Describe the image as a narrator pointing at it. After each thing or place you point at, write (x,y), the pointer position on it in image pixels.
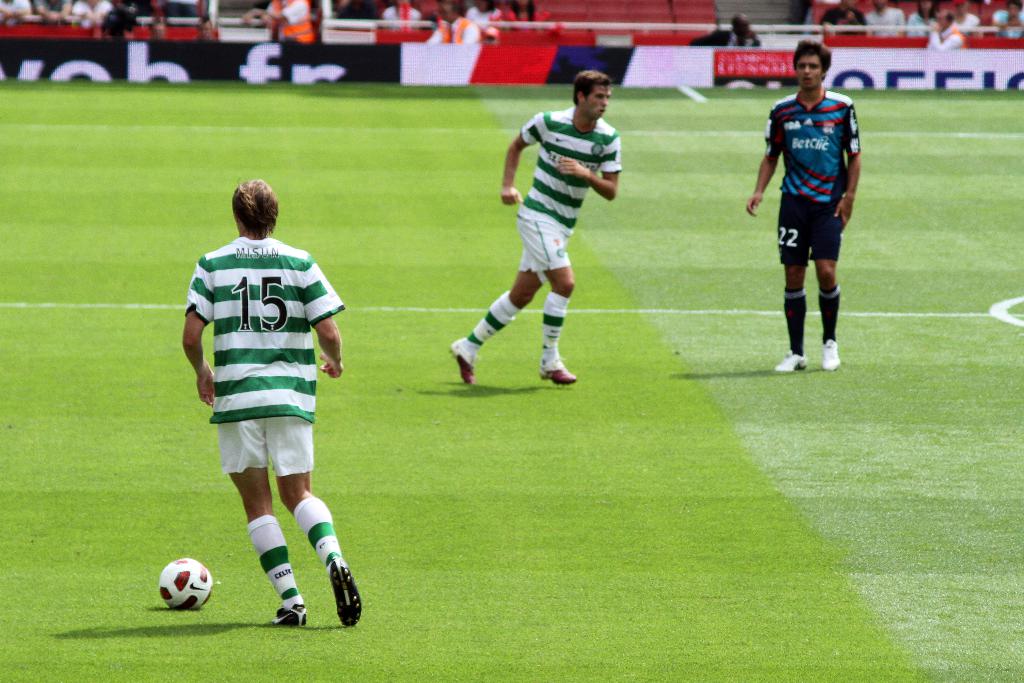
In this image we can see persons (210,303) standing on the ground (376,393) and a ball (205,577). In the background (993,63) we can see advertisement boards (182,58) and spectators (859,10).
